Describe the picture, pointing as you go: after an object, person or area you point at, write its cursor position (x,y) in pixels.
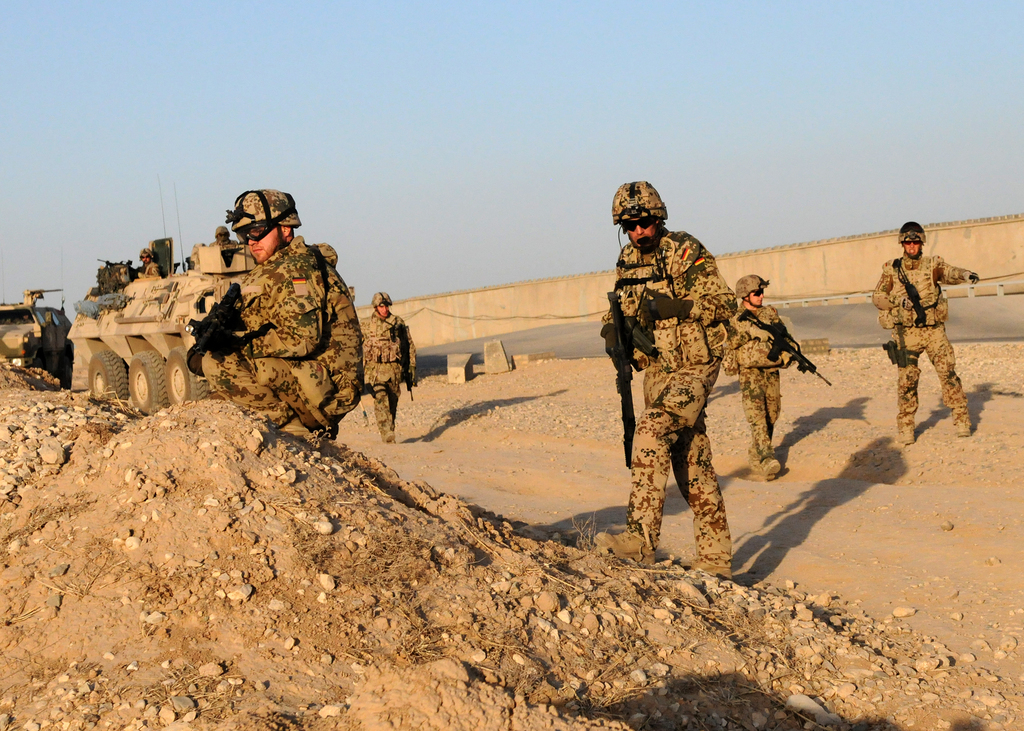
This picture is clicked outside. On the left there is a person (289,250) wearing uniform (293,315) holding a rifle (227,324) and seems to be squatting. On the right (704,296) we can see the group of persons (767,282) wearing uniforms (882,284), helmets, holding rifles (629,360) and seems to be walking on the ground (750,581) and we can see the gravels (232,521) and the mud (195,594) and we can see the vehicles (116,335). In the background (248,35) we can see the sky (441,72) and some other objects (435,314).
